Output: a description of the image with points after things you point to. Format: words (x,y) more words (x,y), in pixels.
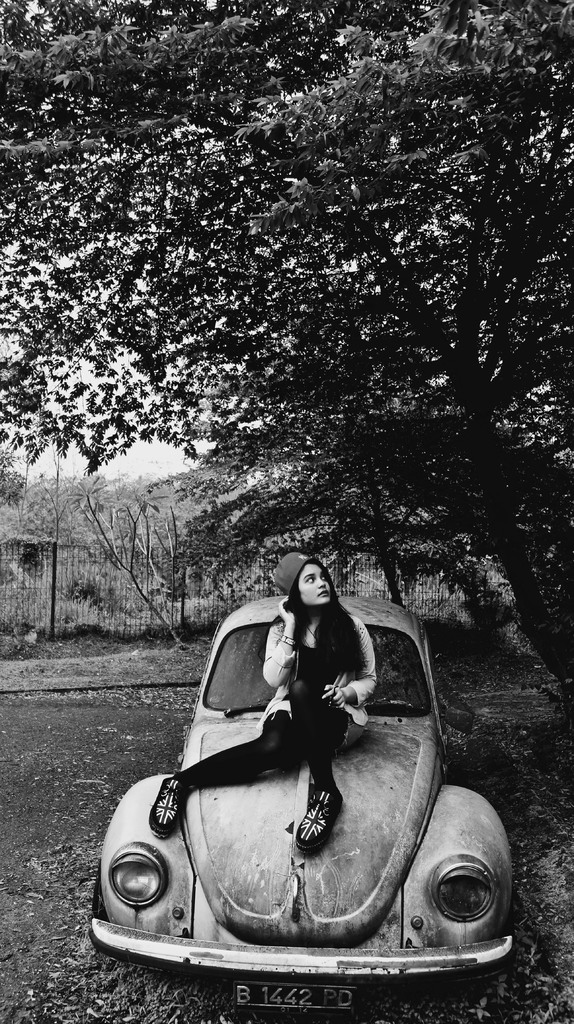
This is a black and white picture. In the background (213,438) we can see the sky (144,459), plants (138,503), trees (385,525) and the fence (68,552). In this picture we can see a woman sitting on a car (390,749) and she wore a cap (283,563). At the bottom portion of the picture (60,752) we can see the ground (360,1020).
